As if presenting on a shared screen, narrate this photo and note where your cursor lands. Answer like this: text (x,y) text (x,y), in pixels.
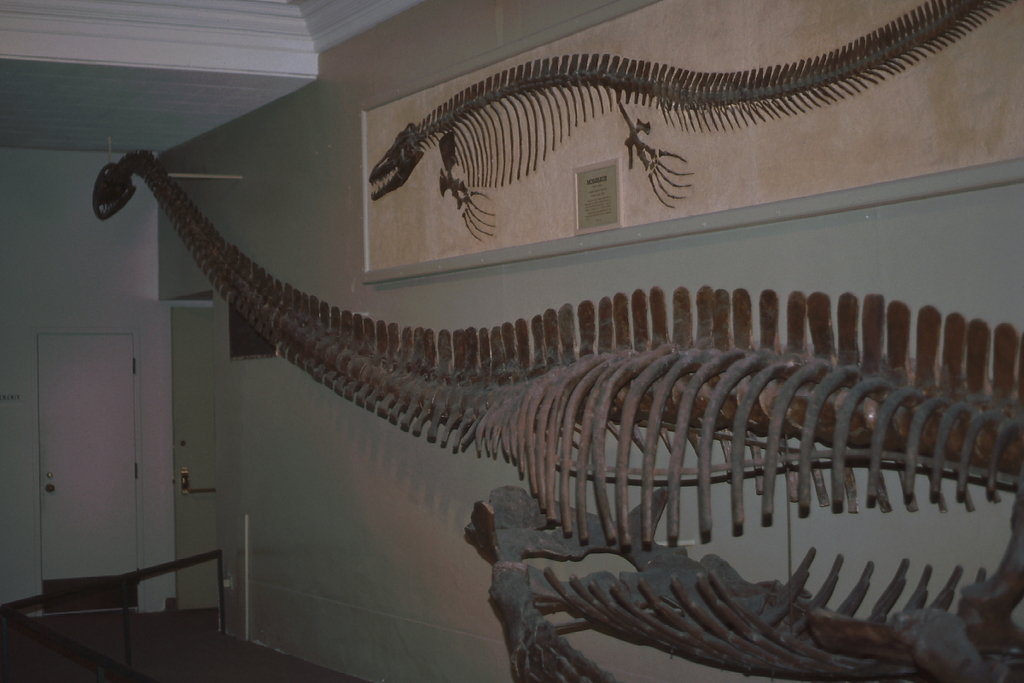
In this image, we can see the skeleton (649,494) of an animal (682,392). We can see some doors (182,552) and the ground (299,673) with some objects (688,584). We can also see the wall (244,609) with some objects (1014,77) attached to it. We can also see a board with some text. We can see the roof (248,51).
